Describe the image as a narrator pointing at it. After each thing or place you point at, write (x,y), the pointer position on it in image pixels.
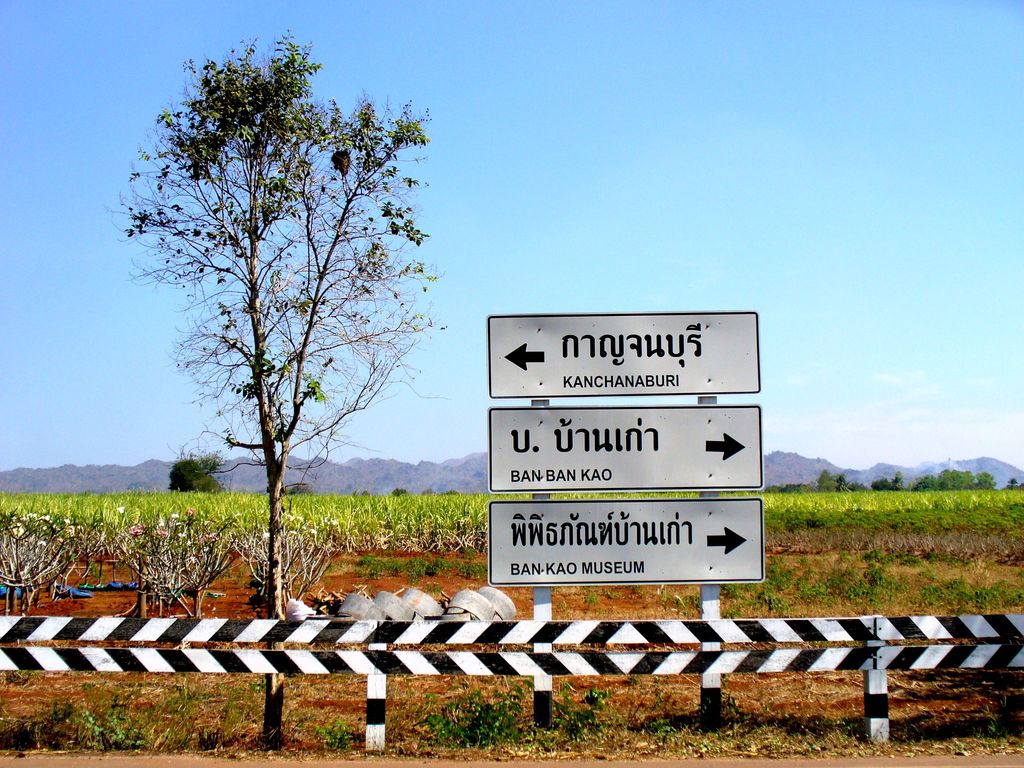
At the bottom of the image (389,626) there is fencing (382,639). Behind the fencing (91,630) there are poles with name boards (574,544). And also there is a tree (237,229). On the ground (387,515) there is grass (971,515) and also there are small plants (13,563). In the background (100,473) there are trees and also there are hills (113,475). At the top of the image (492,115) there is sky (91,186).
